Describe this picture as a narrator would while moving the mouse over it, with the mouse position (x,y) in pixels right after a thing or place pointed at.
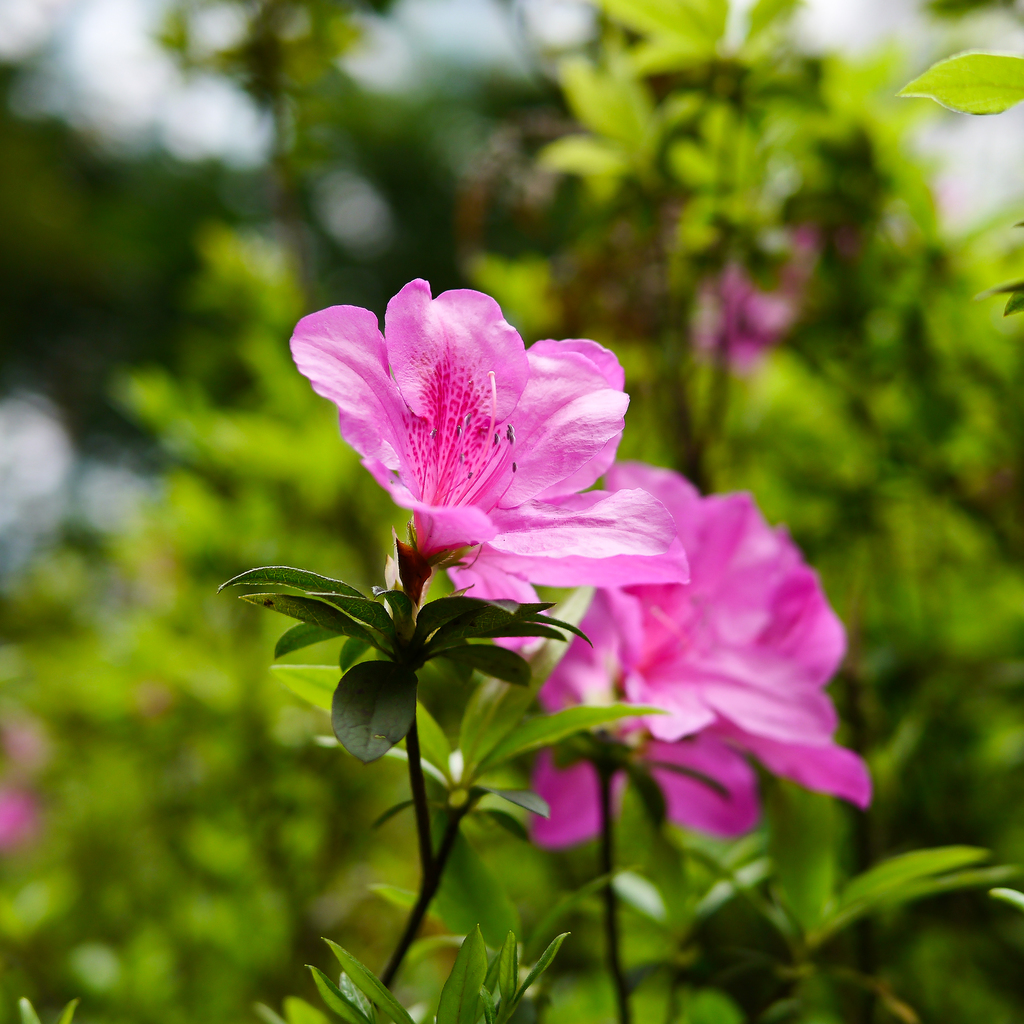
There are pink flower plants (464,580).
